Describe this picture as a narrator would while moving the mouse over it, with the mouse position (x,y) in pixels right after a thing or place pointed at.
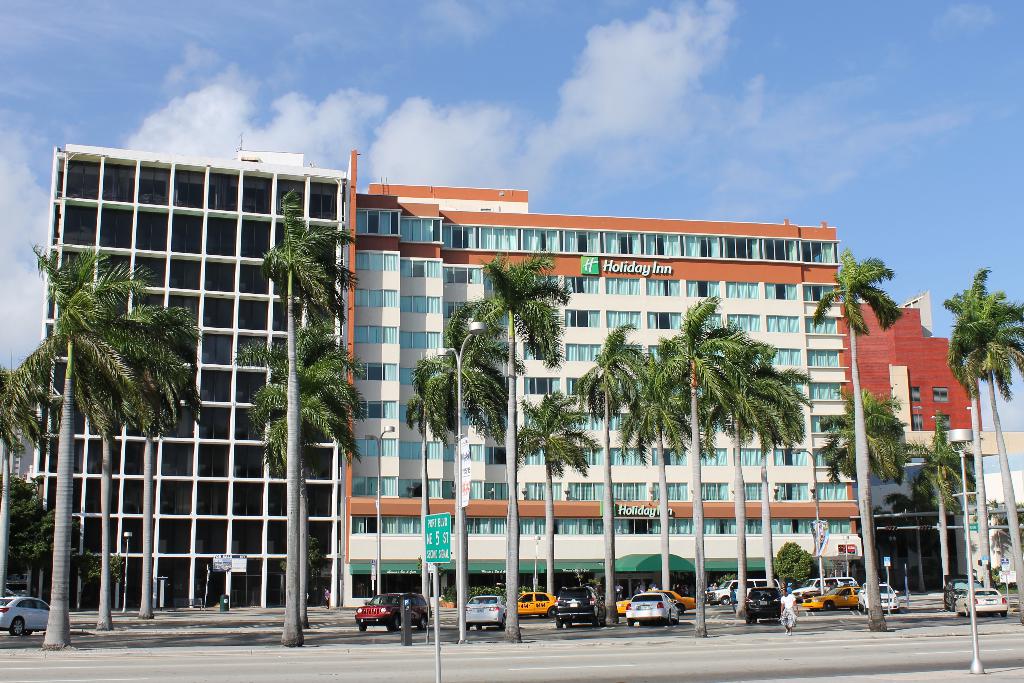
In this picture there are cars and poles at the bottom side of the image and there are trees (962,311) in the center of the image (672,423) and there are buildings (486,247) in the background area of the image (632,277).
